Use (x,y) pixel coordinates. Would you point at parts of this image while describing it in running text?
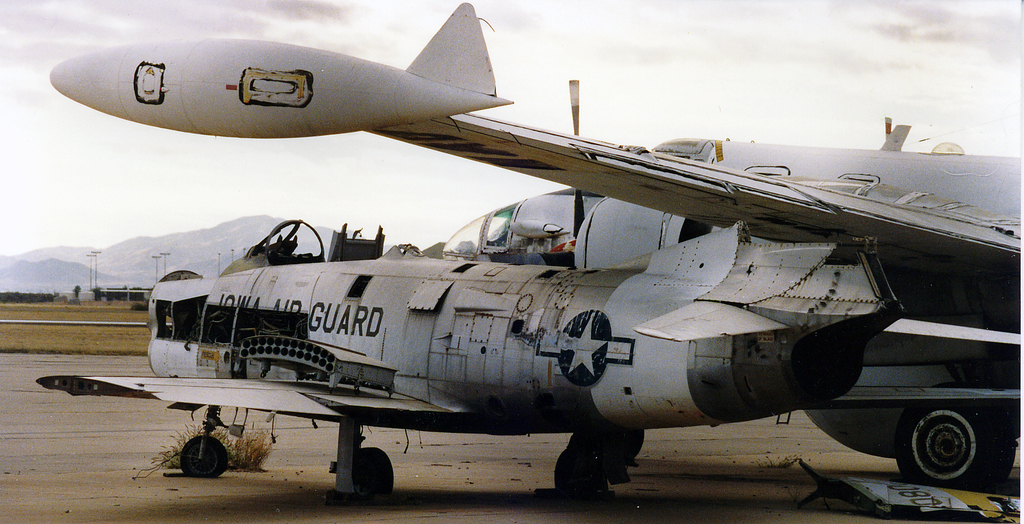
This image consists of planes (673,362) in white color. At the bottom (159,474), there is a road (61,424). In the background (244,248), we can see a mountains (102,260) and poles (155,257). At the top (677,126), there are clouds (810,58) in the sky (676,131).
